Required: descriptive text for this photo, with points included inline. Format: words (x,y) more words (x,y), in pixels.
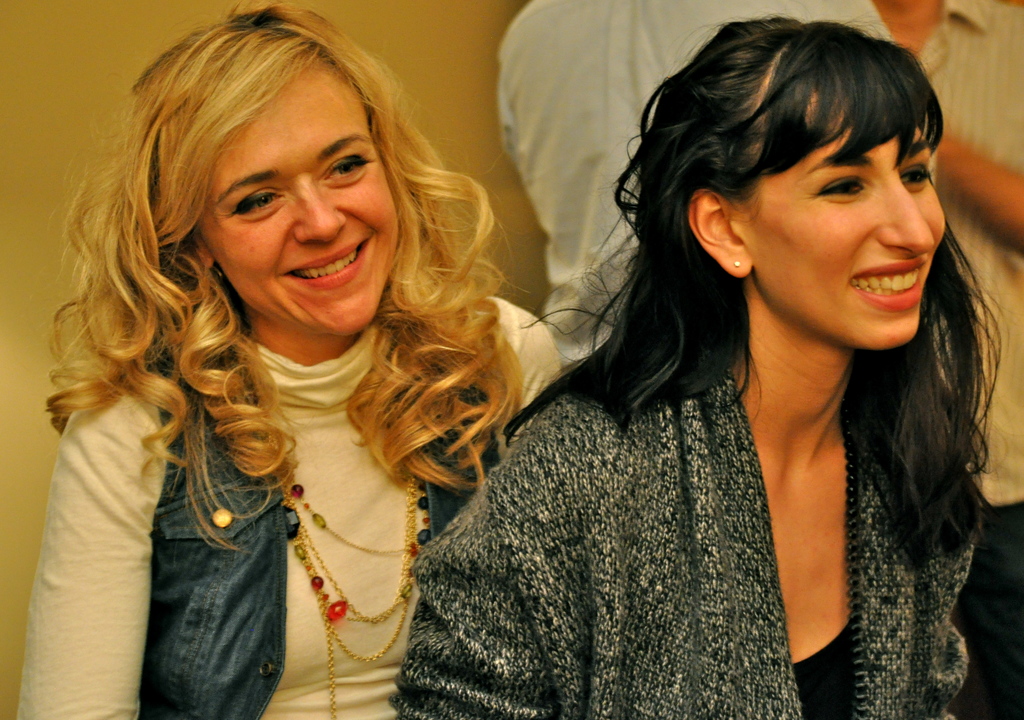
In this picture we can see two women (401,200) are smiling, two people (931,65) are standing and in the background (488,175) we can see the wall (396,71).
